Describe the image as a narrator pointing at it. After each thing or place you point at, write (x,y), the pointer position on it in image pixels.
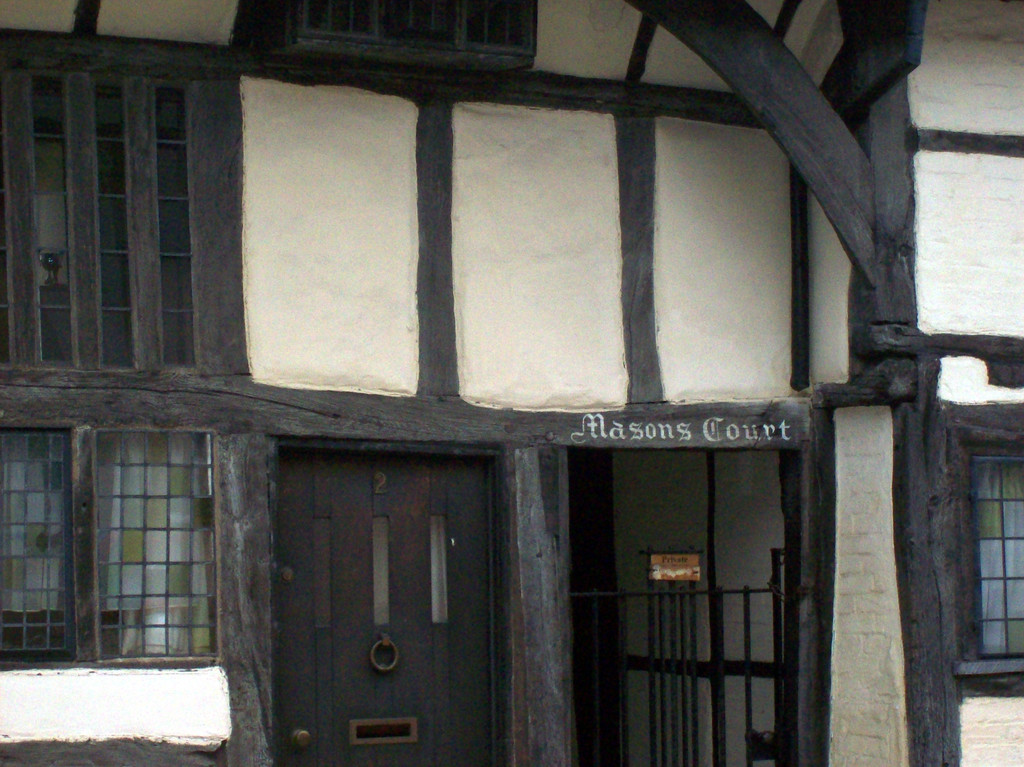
In this image there is a building (421,367). In the foreground (636,642) there is a door (408,499) and there is a railing (673,655). On the left (153,532) and on the right side of the image (1014,657) there are windows (69,648) and there are curtains (988,637) behind the windows (1002,614). There is a text (662,430) on the wall (670,317).
